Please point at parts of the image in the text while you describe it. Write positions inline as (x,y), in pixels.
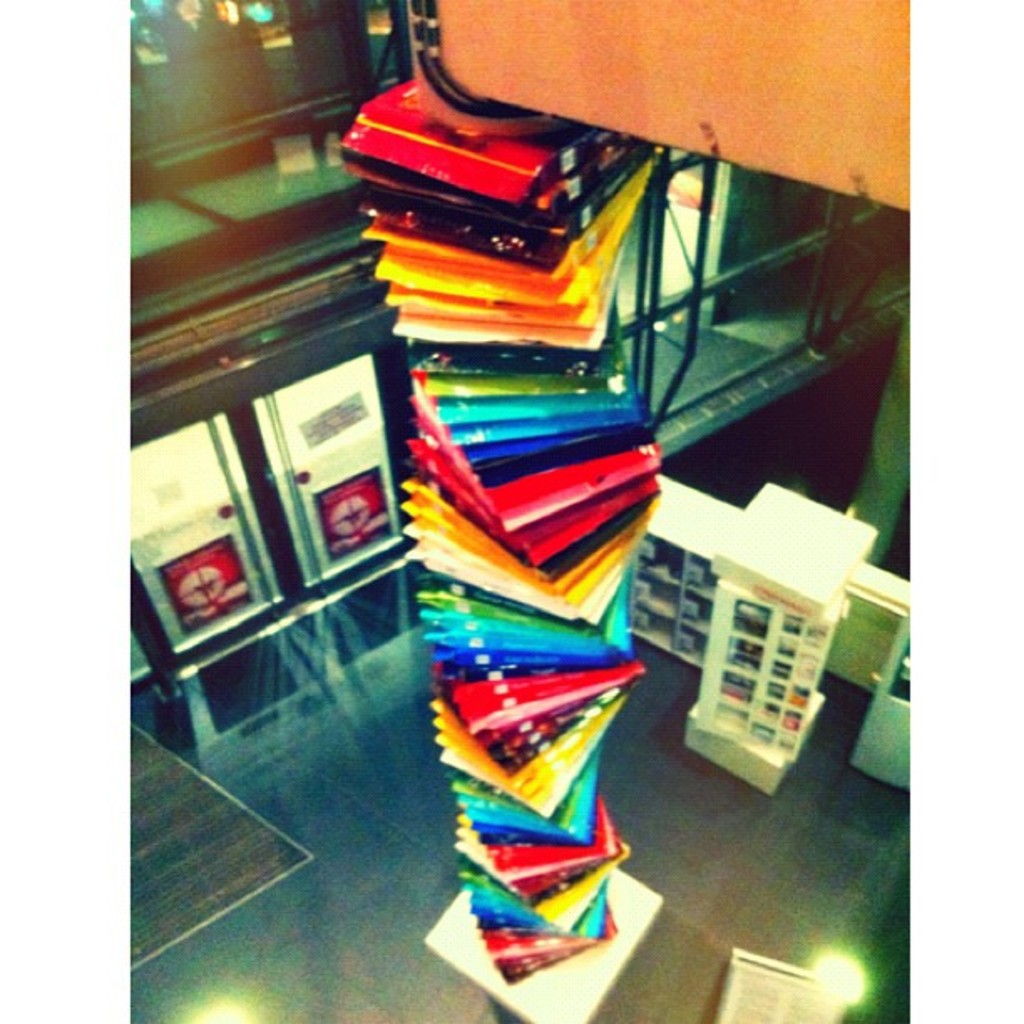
In this image, we can see some colorful boxes (466,500). There is a door (337,447) on the left side of the image (192,508). There are pipes (701,262) on the right side of the image (816,332).
